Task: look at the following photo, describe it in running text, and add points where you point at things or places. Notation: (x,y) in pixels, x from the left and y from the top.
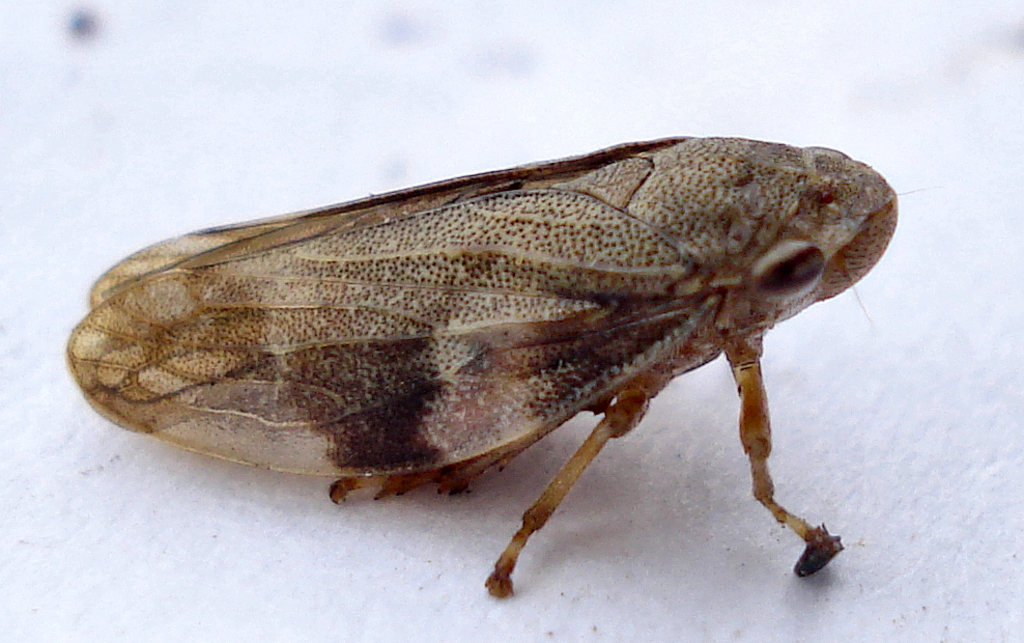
In this image there is an insect (428,374) on the floor (623,568).
